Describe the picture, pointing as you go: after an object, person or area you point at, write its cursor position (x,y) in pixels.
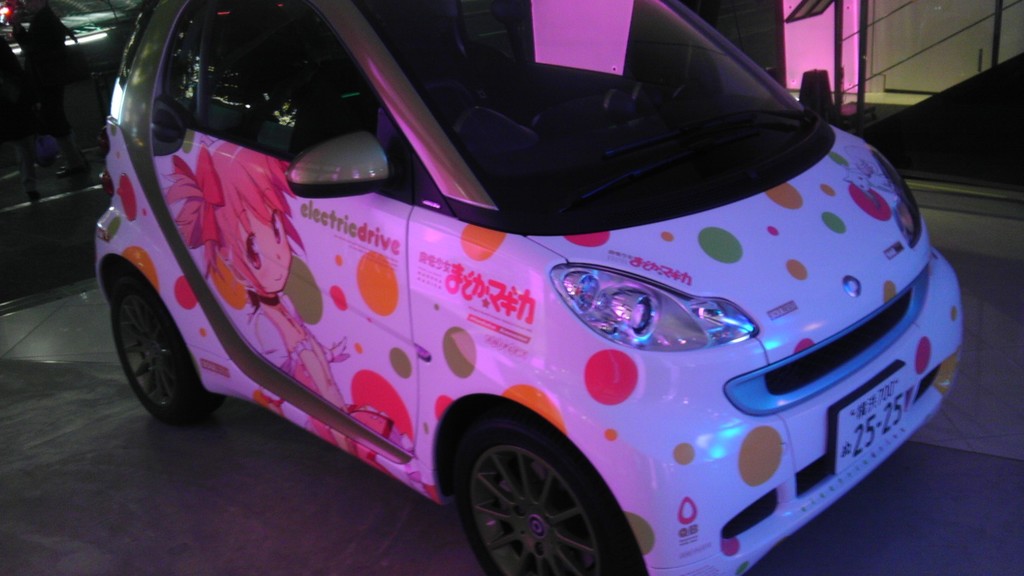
In this image we can see a car (123,275) with some image (220,185) on it is parked here. The background of the image (734,16) is dark.
